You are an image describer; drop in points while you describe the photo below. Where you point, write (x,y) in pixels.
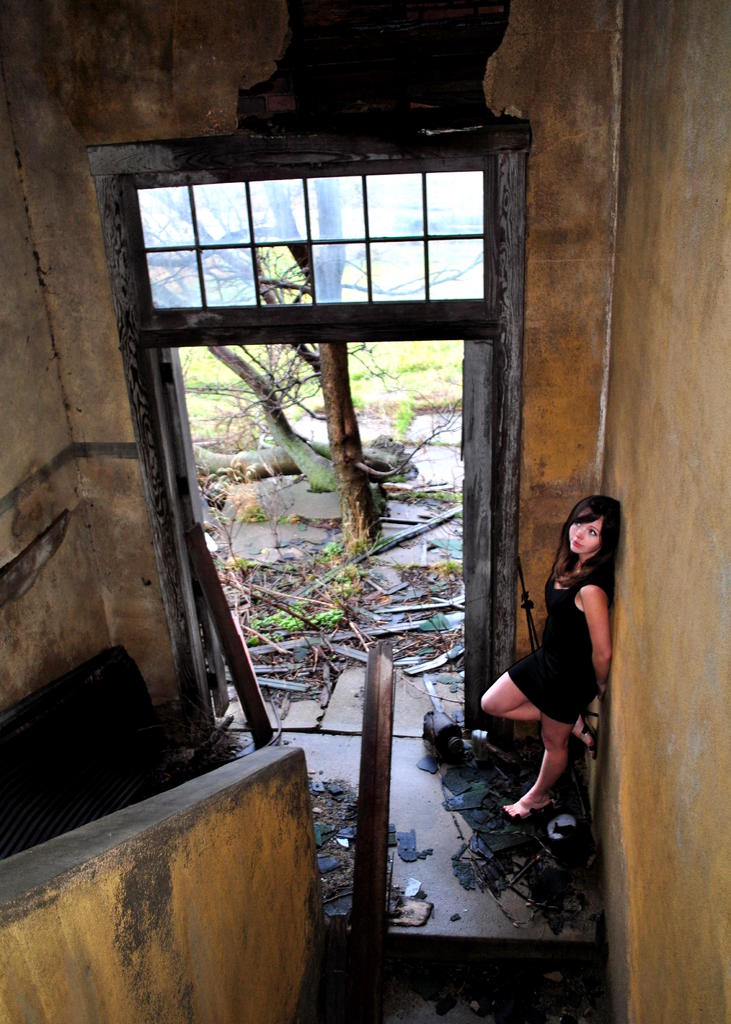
In this picture I can see the inside view of a building (209,714). On the right side of this picture (560,612) I can see a woman (547,635) standing and I see that she is wearing black color dress (550,638). Through the door (240,343) I can see the grass (386,364), few wooden things (433,528) on the ground (249,535) and I can see the trees (347,411).
